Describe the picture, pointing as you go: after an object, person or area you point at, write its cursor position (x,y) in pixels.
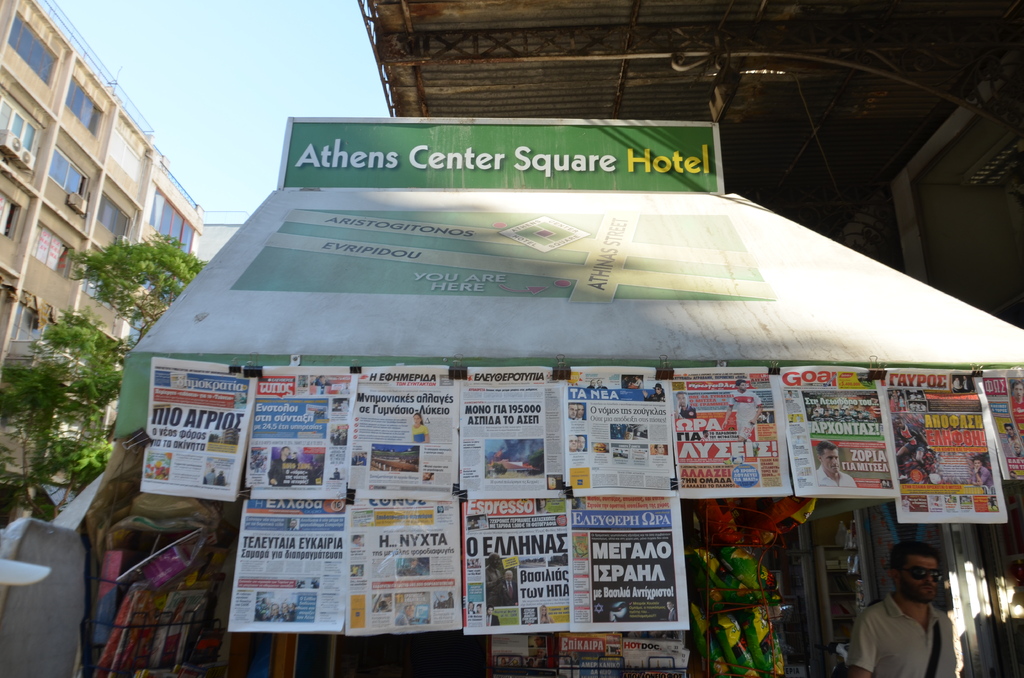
In this image we can see a store (216,521) and there are group of objects (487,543) in the store (119,456). There are few papers (836,439) attached to cover (516,220) of the store (492,221). On top of the store (551,366) we can see a board (388,183) with text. On the left side (148,168), we can see a building (5,132) and trees (77,451). Behind the store (95,508) we can see a roof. On the right side (897,654), we can see a pillar (967,564) and a person (937,588).
